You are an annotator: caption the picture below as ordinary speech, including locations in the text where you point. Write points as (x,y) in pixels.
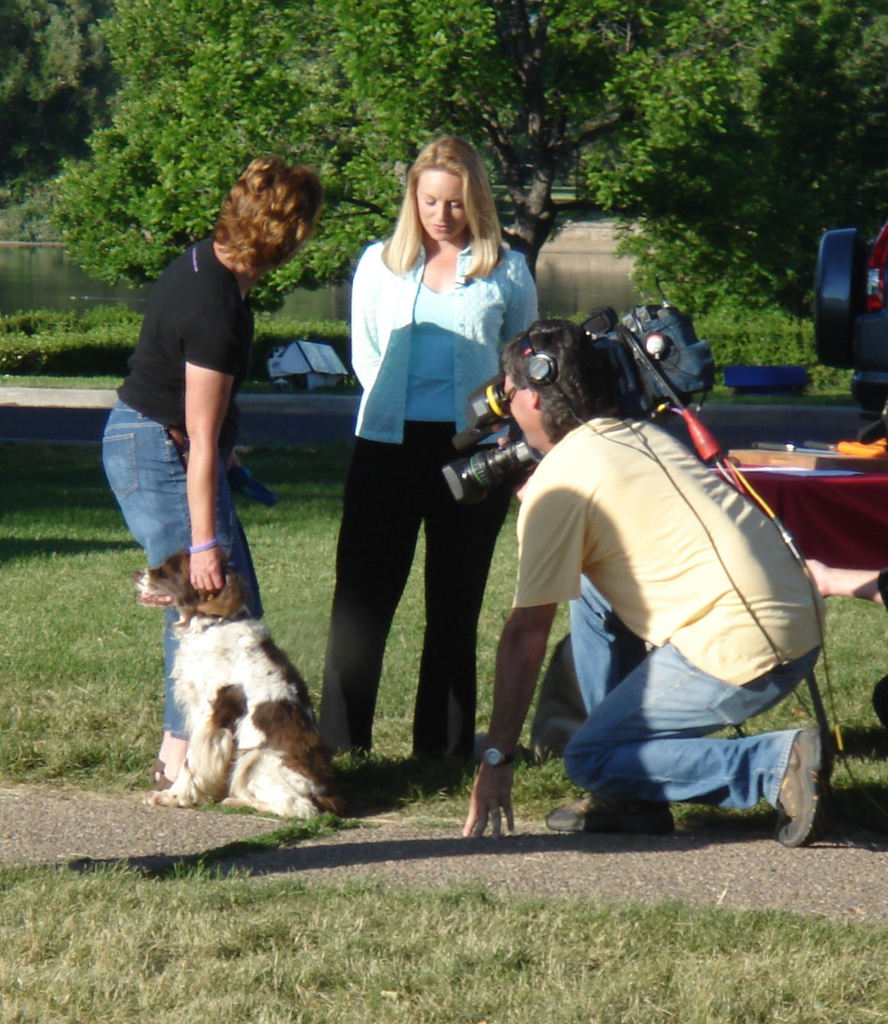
In the middle (438,464) there are two people (490,188) standing. Right side of the image (638,365) a man (803,572) holding a camera (686,343). Bottom of the image (443,913) there is grass (866,973). Bottom left of the image (274,694) there is a dog (233,577). Top left side of the image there is water (552,312). At the top of the image (731,65) there are some trees (787,126).
